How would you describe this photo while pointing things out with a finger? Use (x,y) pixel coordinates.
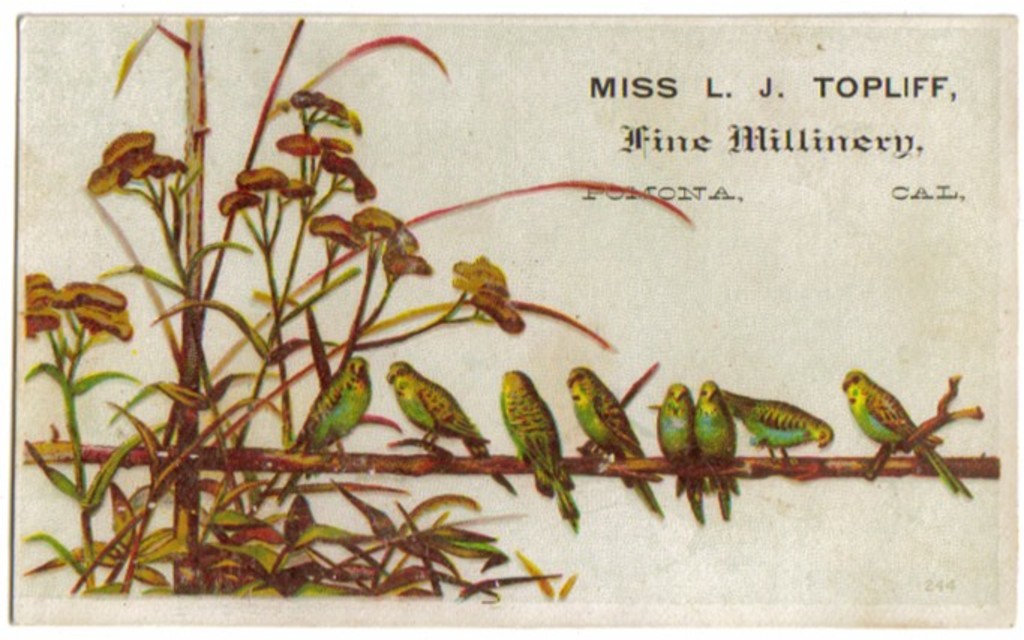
In this image there is a painting (457,443). On a stick (311,463) there are many birds (526,431) standing. In the left (224,359) there is a plant (220,386). On the top (769,94) there are texts (741,134).
